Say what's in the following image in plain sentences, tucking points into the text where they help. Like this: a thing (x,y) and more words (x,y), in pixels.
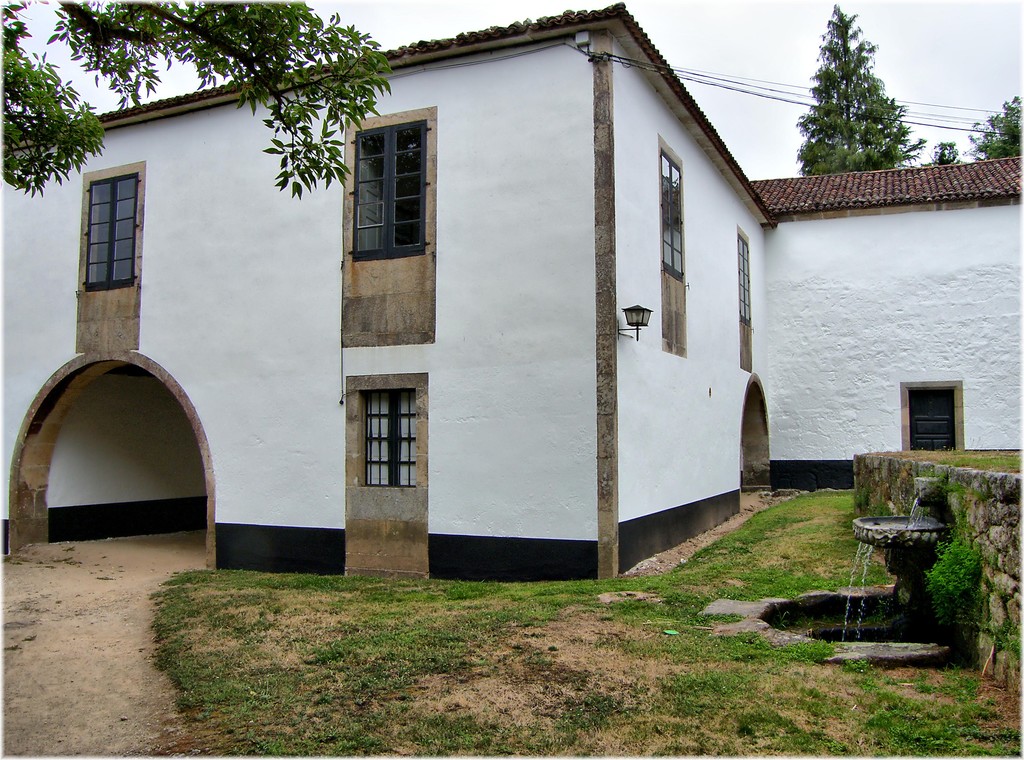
In this image there is a building (441,363), in front of the building (475,434) there is grass (719,568) and water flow on the rock structure (895,522). At the top of the image (263,78) and behind the building (645,109) there are trees (831,113). In the background (776,78) there is the sky (742,118).
